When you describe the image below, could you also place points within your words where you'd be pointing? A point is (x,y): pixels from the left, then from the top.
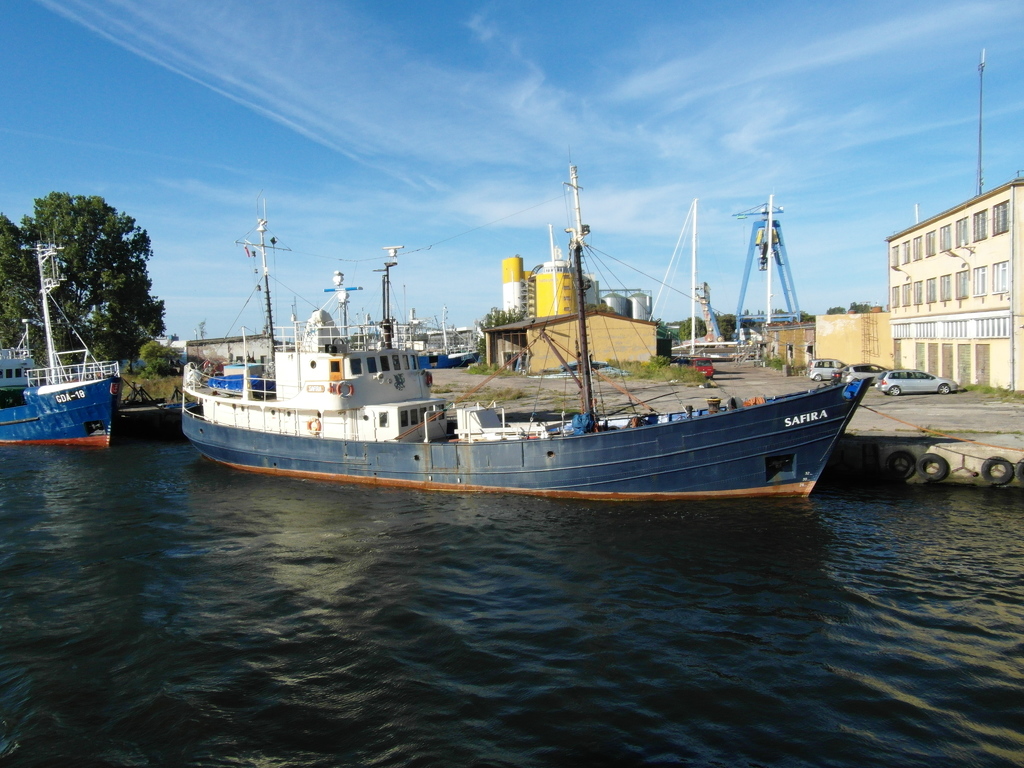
In this picture we can observe two ships (318,421) floating on the water (290,550) near the dock (908,448). There are two buildings (575,332). We can observe some cars (878,370) parked on the right side (919,379). There are some poles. In the background (731,320) there are trees (89,278) and a sky (533,187) with some clouds (748,113).
